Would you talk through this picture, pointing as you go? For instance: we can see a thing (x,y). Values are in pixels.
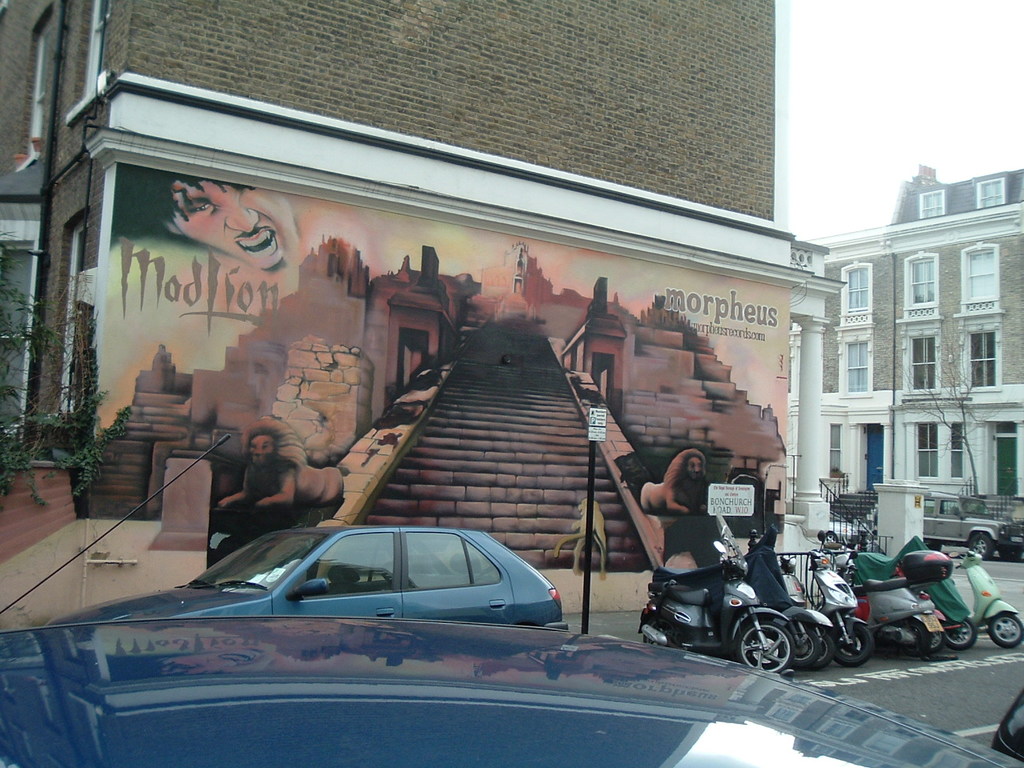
In this image in the front (488,638) there is a car (547,663). In the center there are bikes (852,596) and there are cars (451,599). In the background (370,364) there is a painting (331,361) on the wall (275,371) and there are buildings (904,425) and there is a dry tree (966,418). On the left side (76,408) there are leaves (118,424) which are visible.
